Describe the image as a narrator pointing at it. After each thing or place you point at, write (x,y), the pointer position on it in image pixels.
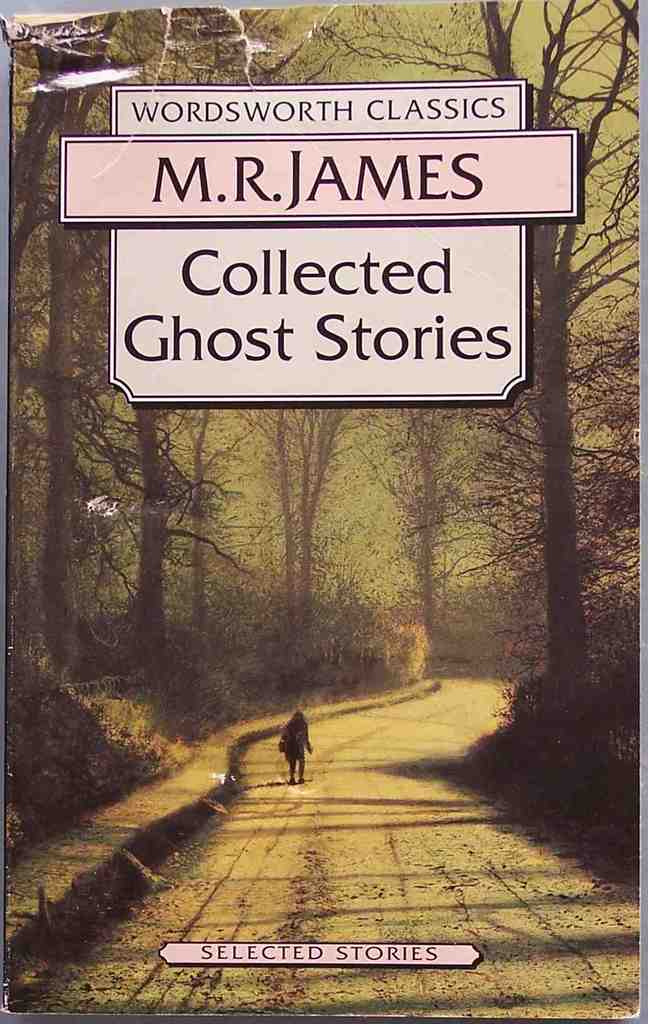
In this image there is a poster (440,550), there is a walking path (395,751) towards the bottom of the image (405,751), there is a person (293,745) standing, there are trees (562,580), there is text (227,949).
